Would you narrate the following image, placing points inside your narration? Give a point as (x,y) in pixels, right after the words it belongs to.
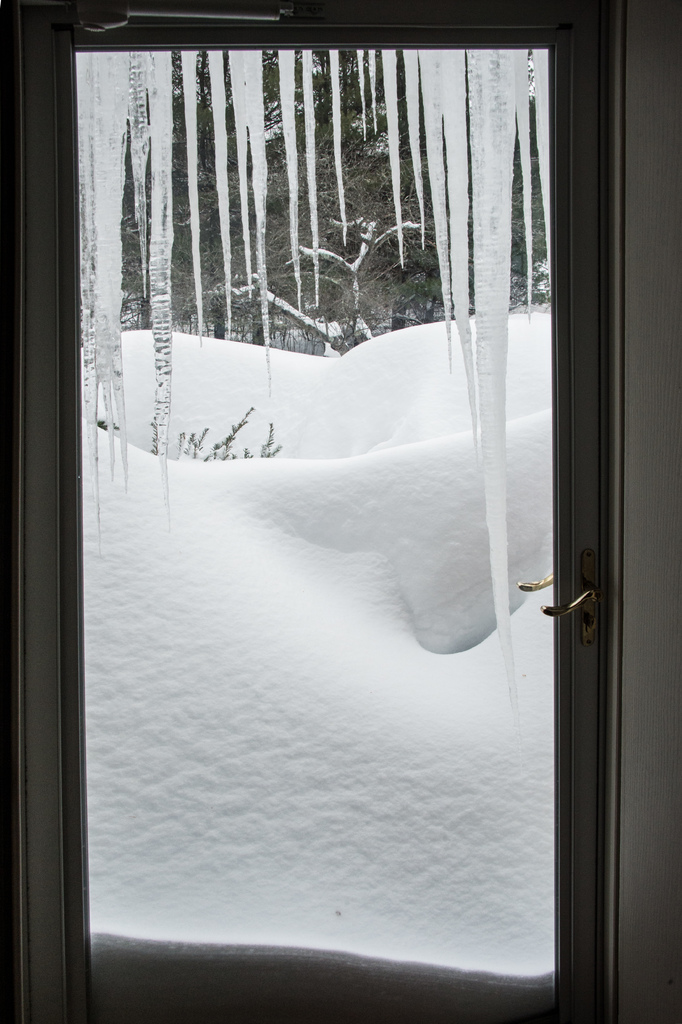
In this picture we can see a window (54,615). From this window (545,357), we can see snow (154,471) and a few plants (304,209) in the background (473,861).
